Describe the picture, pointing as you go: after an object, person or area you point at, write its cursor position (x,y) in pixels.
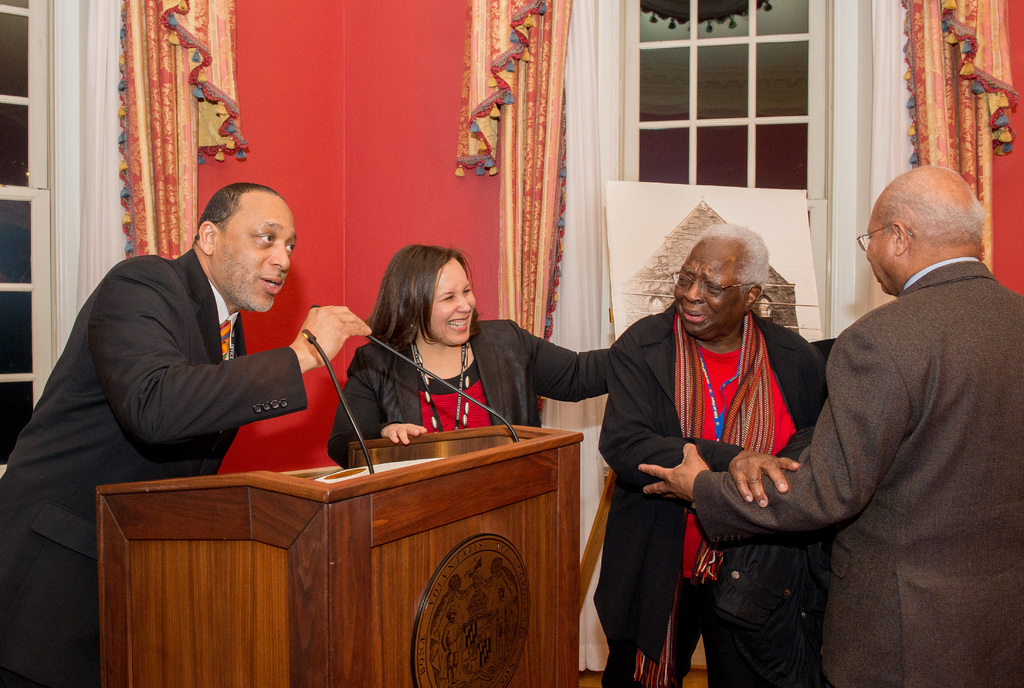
In this picture there are people (542,394), among them there is a man (201,424) standing and holding a microphone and we can see microphones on the podium (436,447). In the background of the image (468,149) we can see curtains (199,141), glass (738,180) and board (650,222).
